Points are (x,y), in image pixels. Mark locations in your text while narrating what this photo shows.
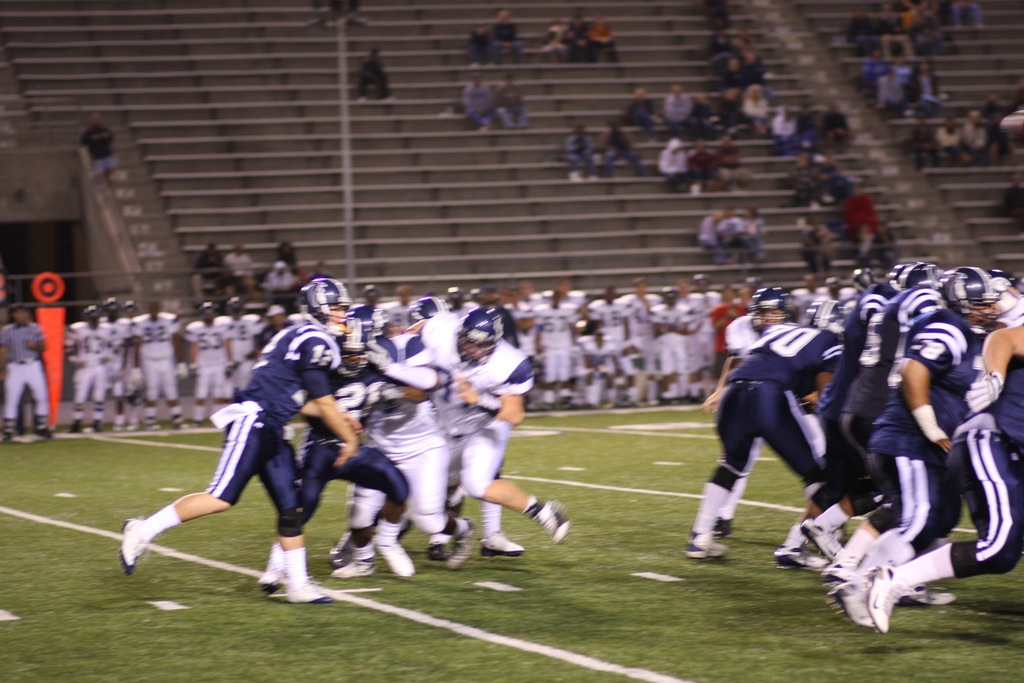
In the center of the image (345,425) we can see some people (279,530) are playing and wearing the sports dresses (347,402), shoes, helmets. On the right side of the image (791,355) we can see some people (830,415) are playing. In the background of the image (10,343) we can see a group of people (87,389) are standing and also we can see a pole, board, some people (935,25) are sitting on the stairs (280,111). At the bottom of the image (325,545) we can see the ground (36,545).
